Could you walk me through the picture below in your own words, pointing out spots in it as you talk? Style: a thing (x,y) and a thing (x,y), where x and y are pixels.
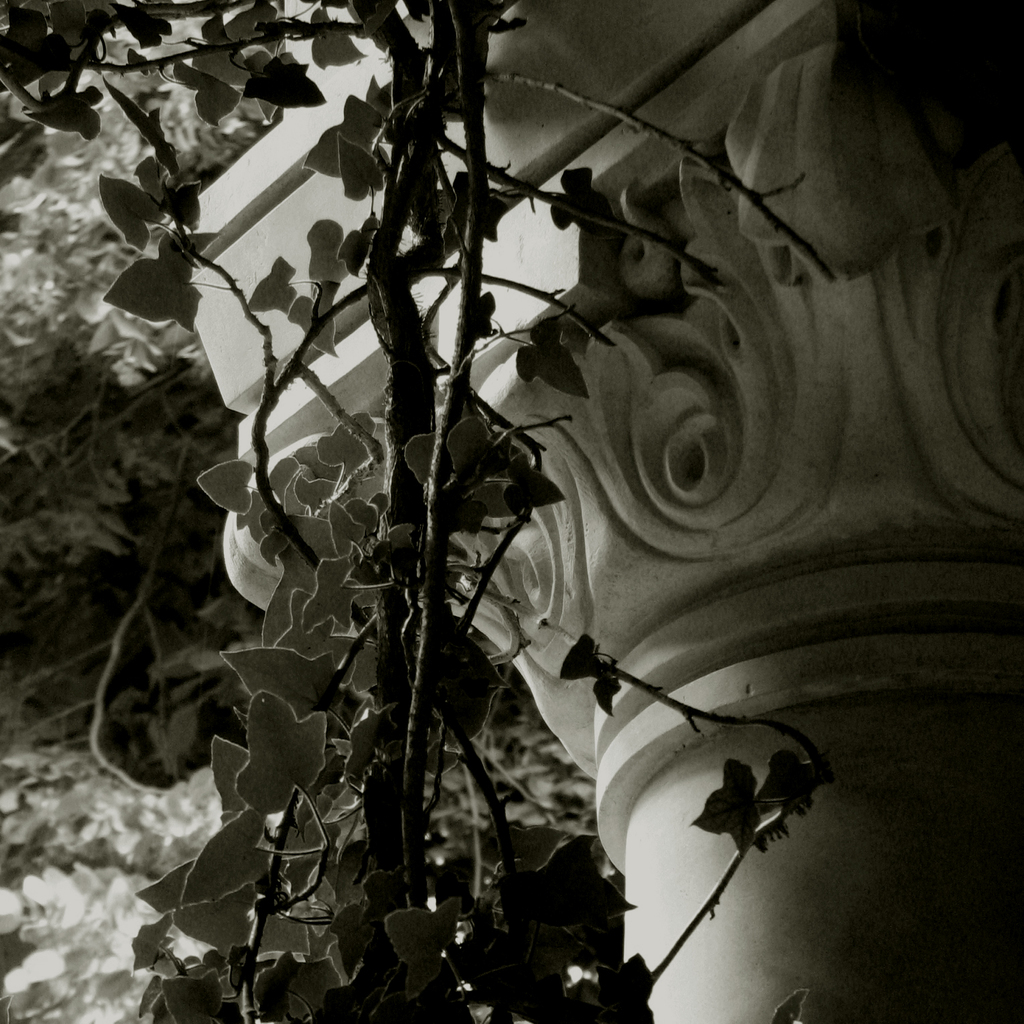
In this image we can see plants (442,684) and a pillar (680,560).
